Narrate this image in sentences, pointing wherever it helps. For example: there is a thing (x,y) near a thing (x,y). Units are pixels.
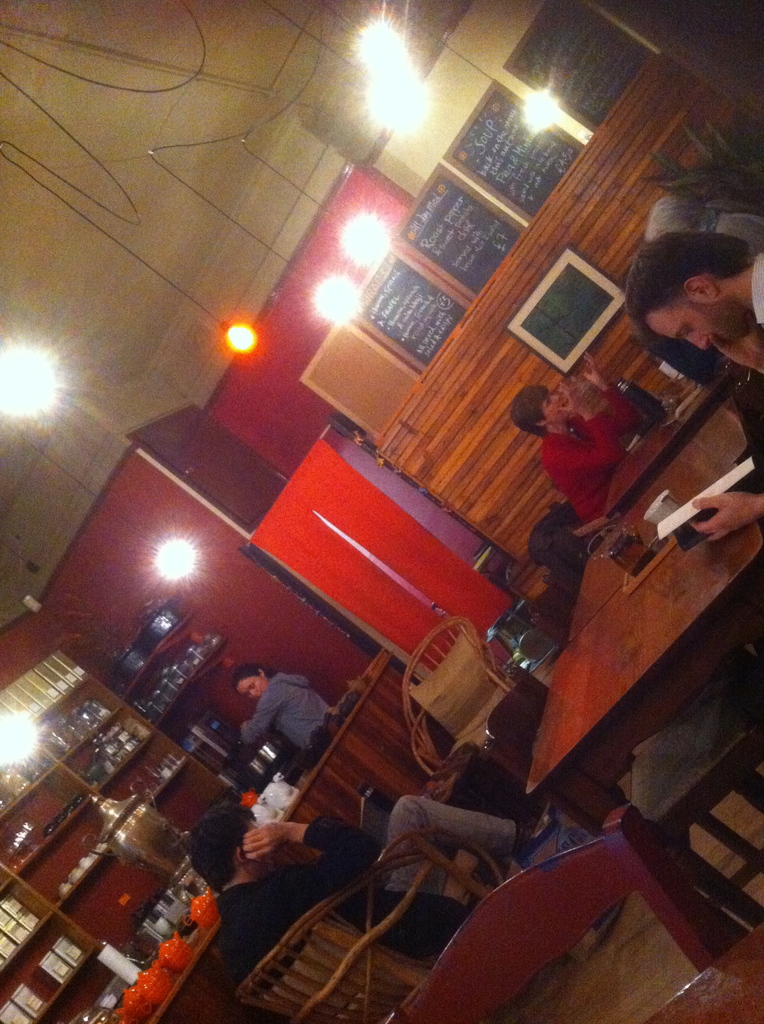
At the bottom right corner of the image (691,955) there is a table (713,1015) and a chair (513,953). And to the right corner of the image (746,464) there is a man (716,314) sitting and holding the book (707,492) in his hand (708,505). In front of him there is a table (717,542) with a few items (619,560) on it. Behind him there are two ladies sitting and in front of them there is a table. At the bottom left corner of the image (106,955) there is a table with a few items (144,861) on it. Behind the table (376,705) there is a person (291,715) standing, and also there is a cupboard (70,818) with few items (166,671) on it. In the background (278,426) there is a red wall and also there are black boards (442,223) with menu (388,307) on it. And to the top of the image (222,122) there is a roof (192,123) with lights (370,247) hanging to it.
